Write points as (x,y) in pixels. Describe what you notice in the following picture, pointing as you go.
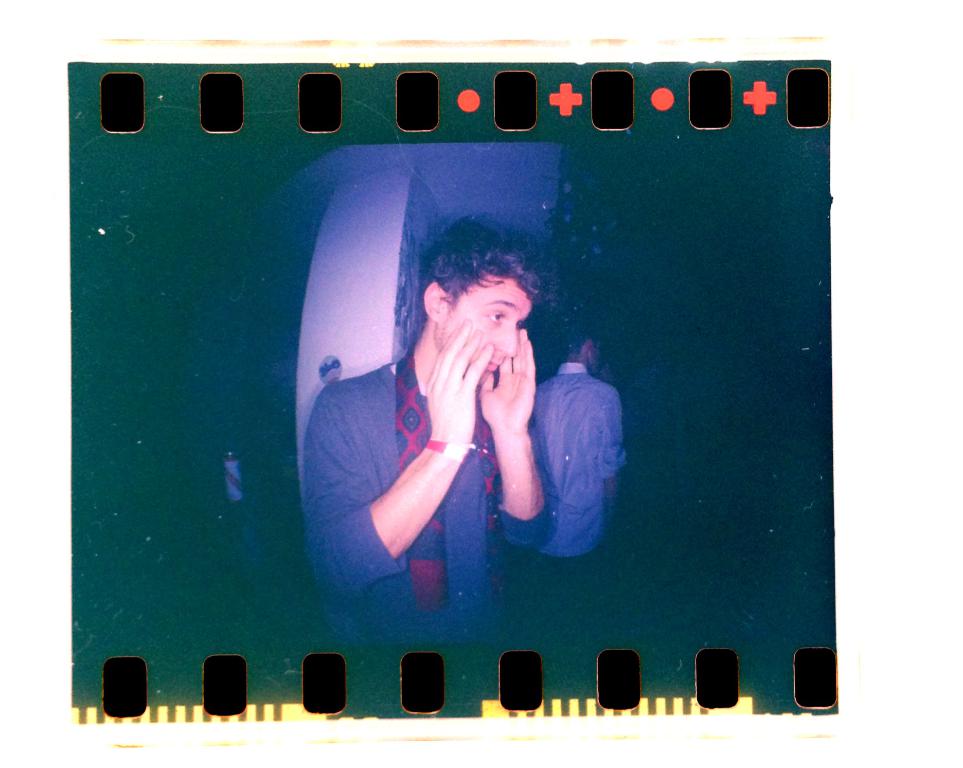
This is an edited image. In the centre of this image (508,492) I can see two men (536,475). At the back (370,316) there is a pillar (387,277).
